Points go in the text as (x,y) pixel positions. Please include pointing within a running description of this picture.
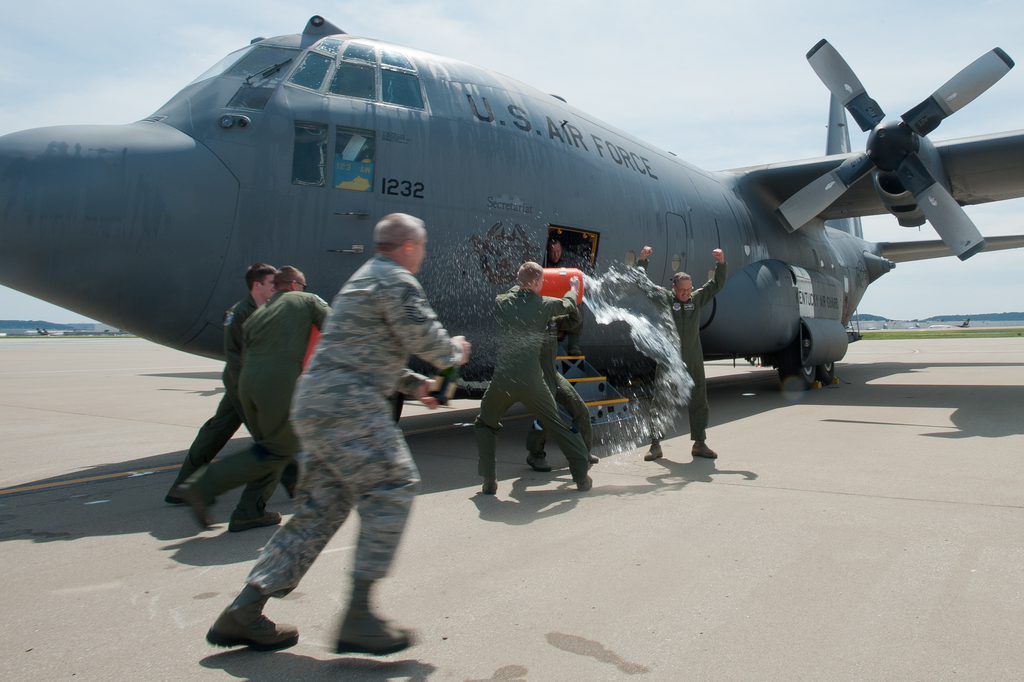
In this image in the front (384,376) there are group of persons (397,357) playing with water (673,349). In the center (608,349) there is an airplane (505,195) with some text (406,186) written on it. In the background (893,339) there is grass (865,337) on the ground (951,330) and there are mountains (935,317), trees (10,327) and the sky (737,50) is cloudy.
